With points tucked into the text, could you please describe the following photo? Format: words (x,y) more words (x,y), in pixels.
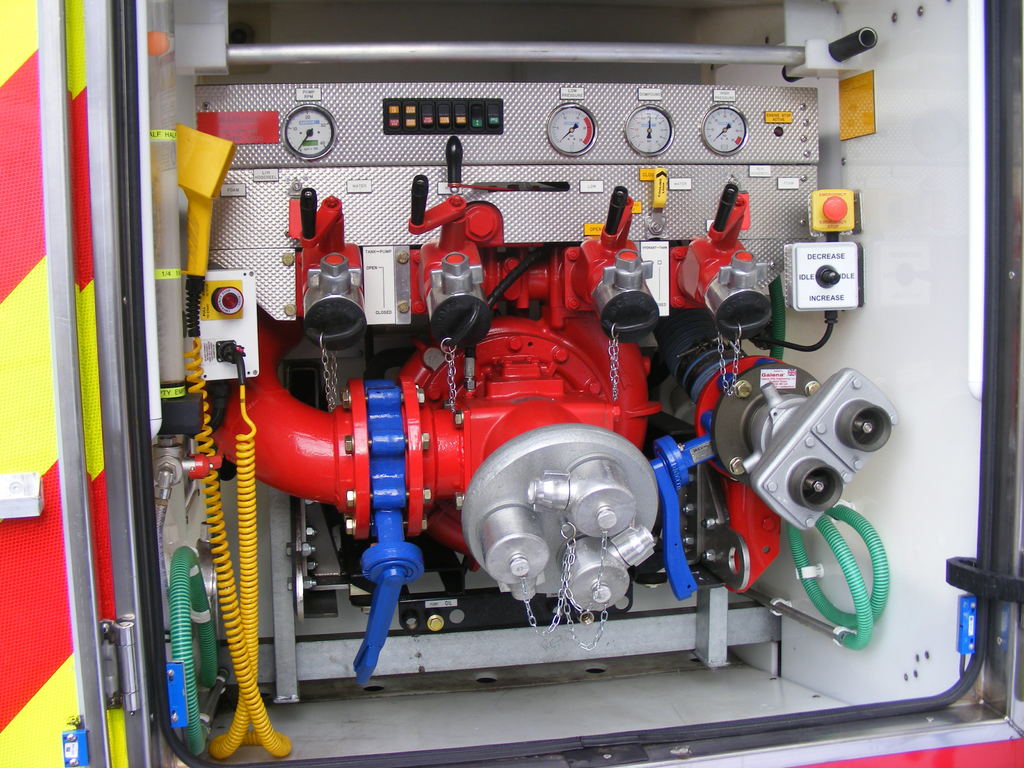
In this picture we can see red and silver machine engine (462,392) in the front (409,155). On the top (651,135) we can see the some pressure gauges (563,143). On the left side (58,627) we can see the red and yellow van door (50,414).
